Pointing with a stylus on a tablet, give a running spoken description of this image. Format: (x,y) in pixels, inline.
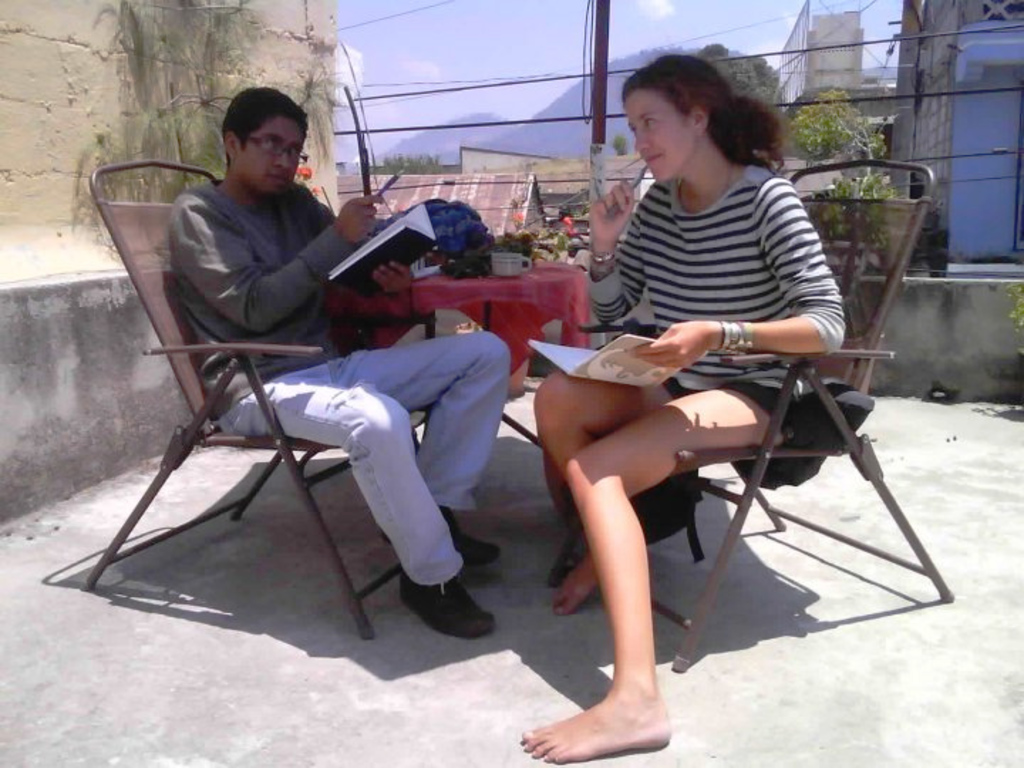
In this picture we can see man (248,267) and woman (691,134) sitting on chair (873,287) holding books (643,343) and pens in their hands (394,260) and at back of them we can see on table (481,278), cup (511,269), cloth (491,288) and in background (452,51) we can see wall (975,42), wire (963,31), buildings (984,53), mountains (457,132), sky (460,77).
